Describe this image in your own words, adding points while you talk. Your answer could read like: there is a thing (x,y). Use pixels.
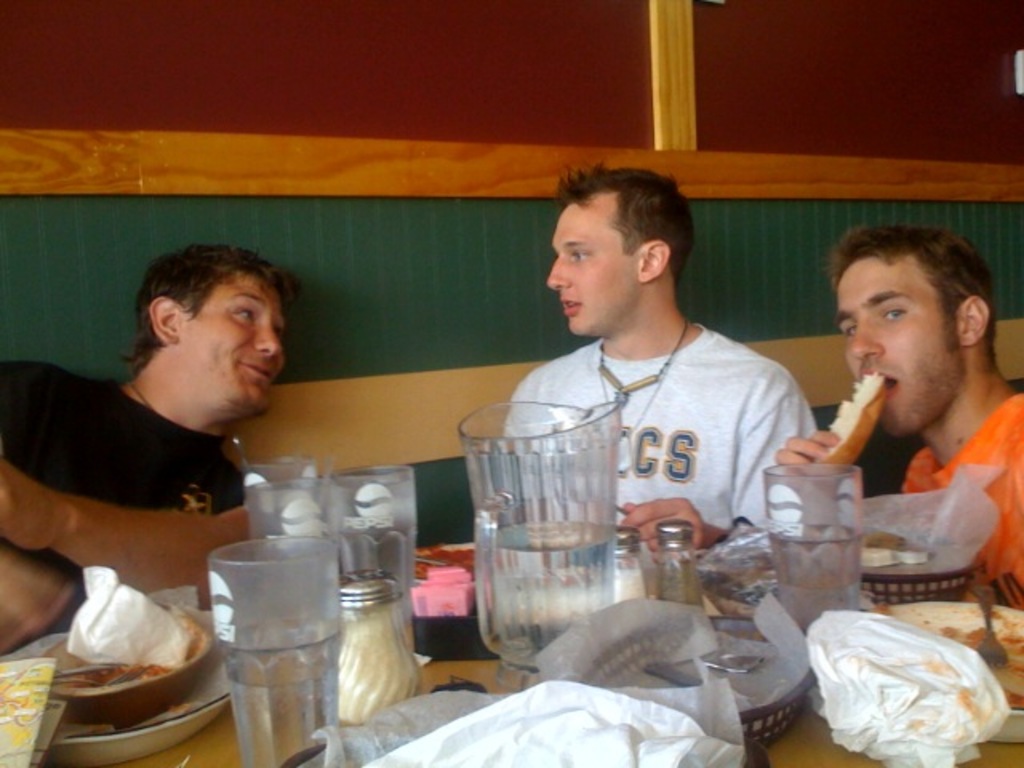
In the background (719,76) we can see the wall (516,193). In this picture we can see the men (734,424) wearing t-shirts (773,418). On the right side of the picture (897,276) we can see a man (928,490) is eating. On a table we can see water (589,598) in the jar (587,583). We can see the glasses (230,670), forks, papers (864,528), jars (542,606), baskets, bowl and few objects (1006,687). On the left side of the picture (203,549) we can see a man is smiling.
